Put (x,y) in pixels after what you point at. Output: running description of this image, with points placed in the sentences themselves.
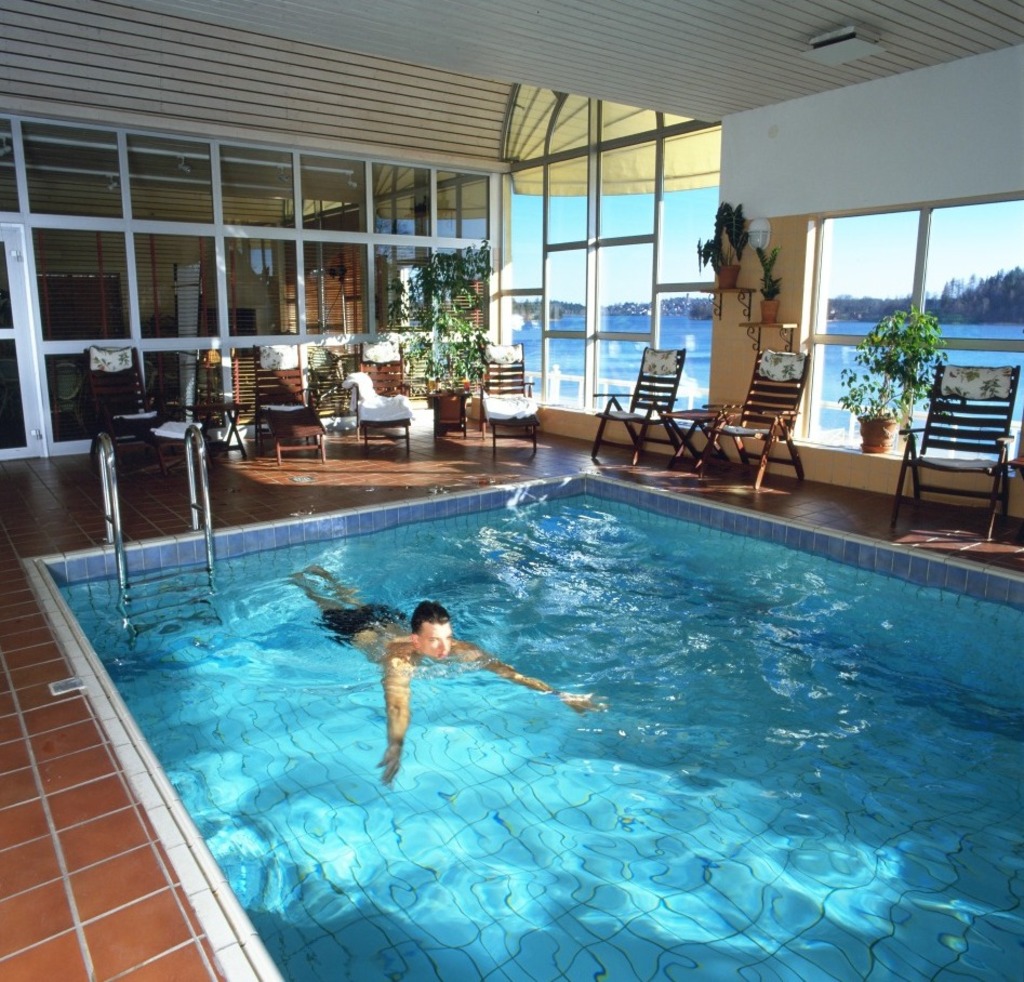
In this image, there is a swimming pool (498,706), there is a person (397,716) swimming in the pool (425,732), at the left side (79,946) there is a brown color floor (79,468), at the background (534,432) there are some chairs (757,423) and there are some glass windows (166,281).
